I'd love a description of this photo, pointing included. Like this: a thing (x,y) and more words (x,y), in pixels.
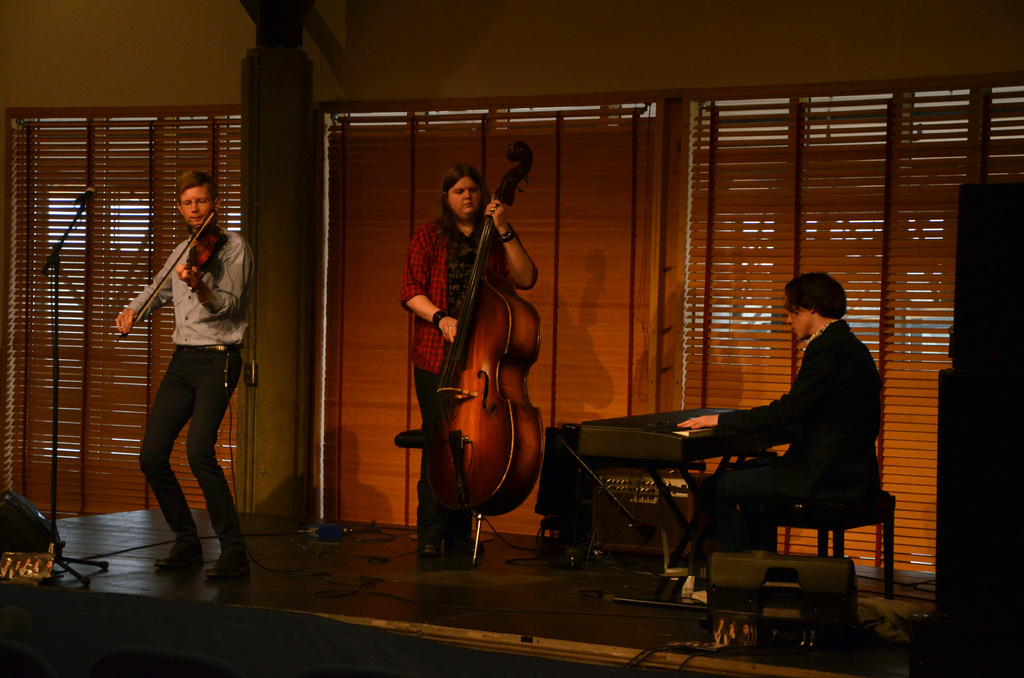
In the image we can see three persons (471,215). In the center (518,273) the woman (434,295) she is holding double bass (445,394). On the left (183,282) we can see man (183,282) holding violin (213,234). On the right (808,434) we can see man (858,395) sitting and in front of them we can see microphone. And coming to the background (636,62) we can see wall (689,73).
